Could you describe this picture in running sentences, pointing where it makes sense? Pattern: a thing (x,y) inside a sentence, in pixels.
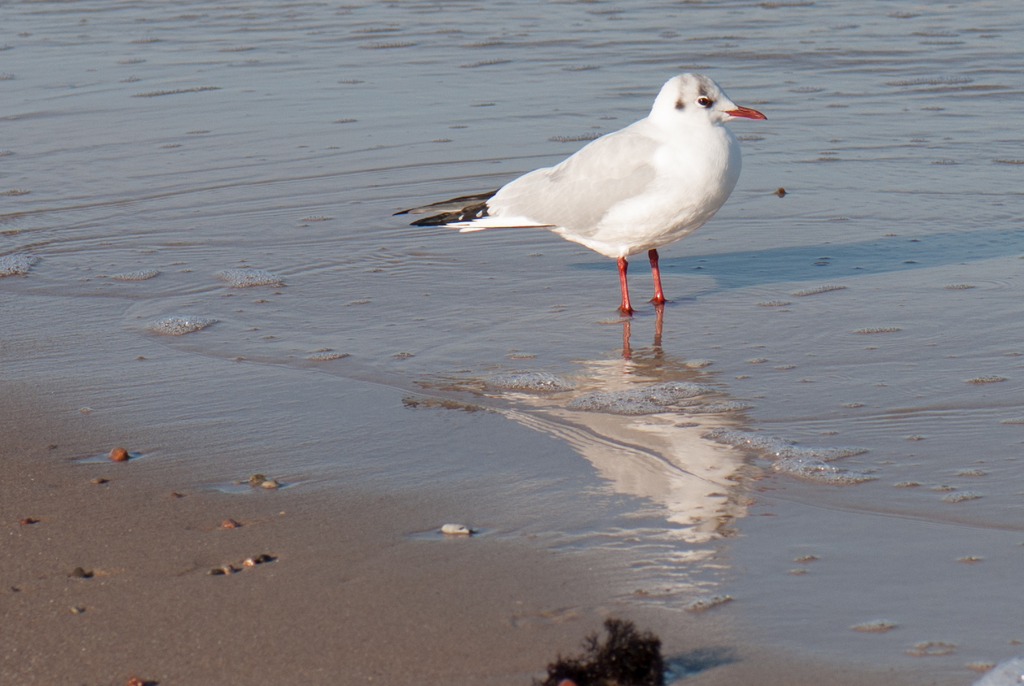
In this picture we can see a white bird (684,153) standing in the water (605,274) and on the path (122,443) there are stones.
